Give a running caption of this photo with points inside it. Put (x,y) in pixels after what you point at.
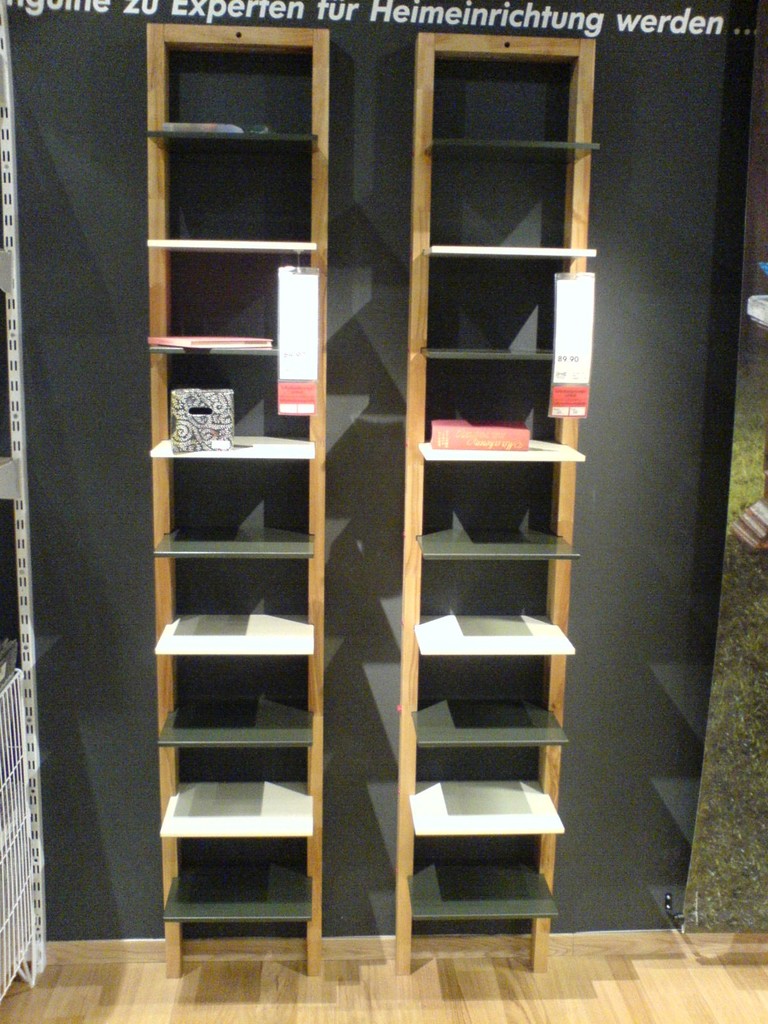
In this picture we can see wooden racks (527,645), on which we can see the box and books (481,434). At the top (744,24) there is text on the wall (269,424). At the bottom (387,969) there is a wooden floor (672,1002).
